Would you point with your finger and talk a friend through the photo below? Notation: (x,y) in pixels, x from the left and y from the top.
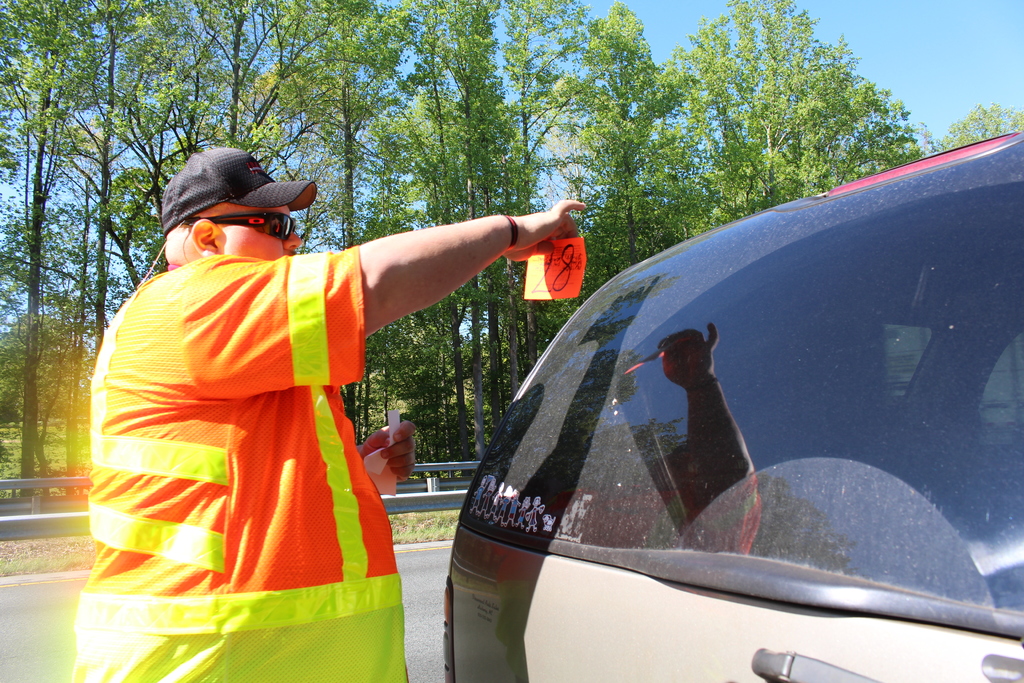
In this image I can see a man (222,436) is standing. The man (234,310) is wearing a cap (251,191), shades (247,219) and orange color clothes (246,418). Here I can see a vehicle (744,330). In the background (481,110) I can see trees (425,110) and the sky (361,79).
